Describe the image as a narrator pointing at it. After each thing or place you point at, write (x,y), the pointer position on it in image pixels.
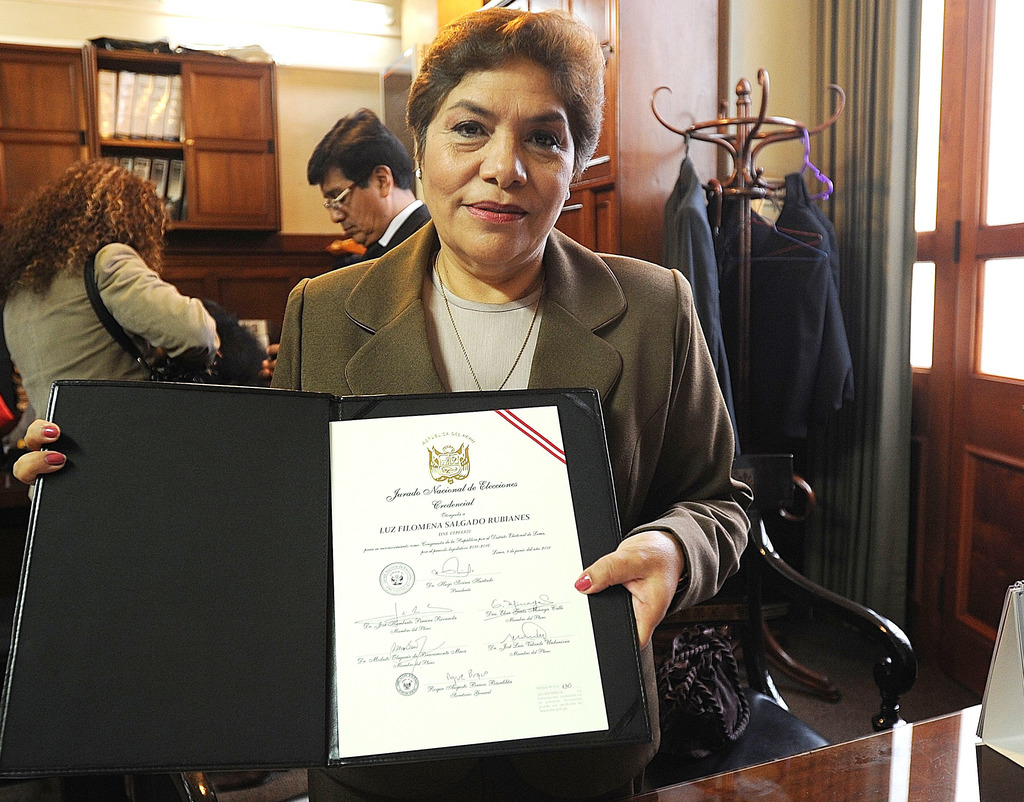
In this image I can see people (380,323) among them this woman (484,334) is holding some object (407,599) in hands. In the background (866,614) I can see clothes (777,379), cupboards (203,110), curtains (842,466) and other objects (927,192).
